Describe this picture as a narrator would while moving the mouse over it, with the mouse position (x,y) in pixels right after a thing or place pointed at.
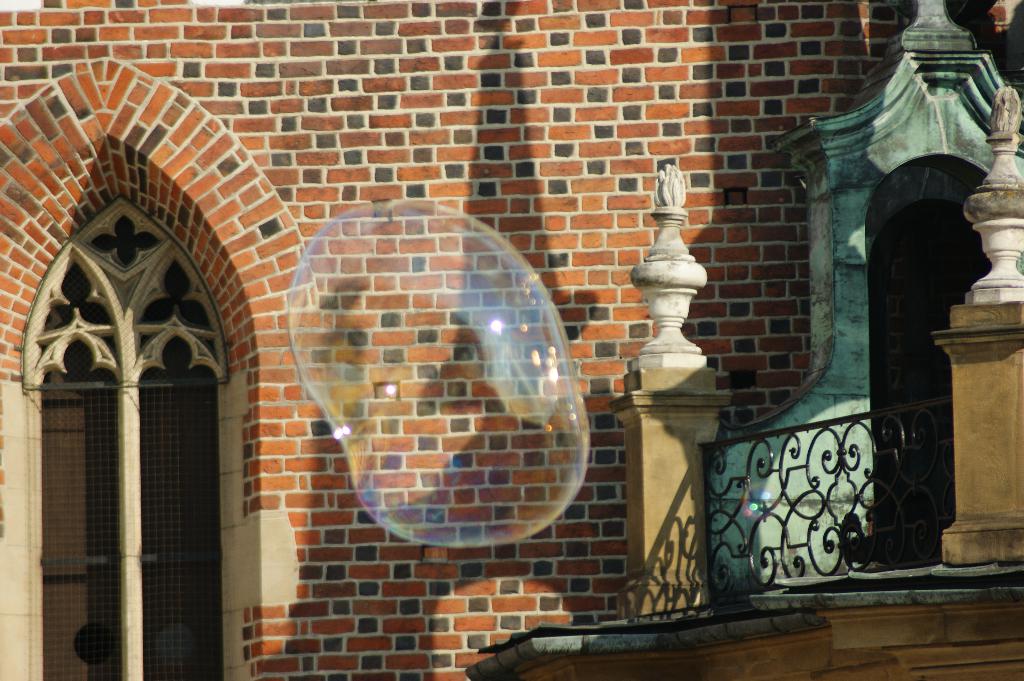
In the picture I can see a bubble (437,379) and there is a brick wall (327,106) which has a window (162,368) on it is behind the bubble (439,398) and there is a fence (841,466) and some other objects (896,247) in the right corner (831,420).
